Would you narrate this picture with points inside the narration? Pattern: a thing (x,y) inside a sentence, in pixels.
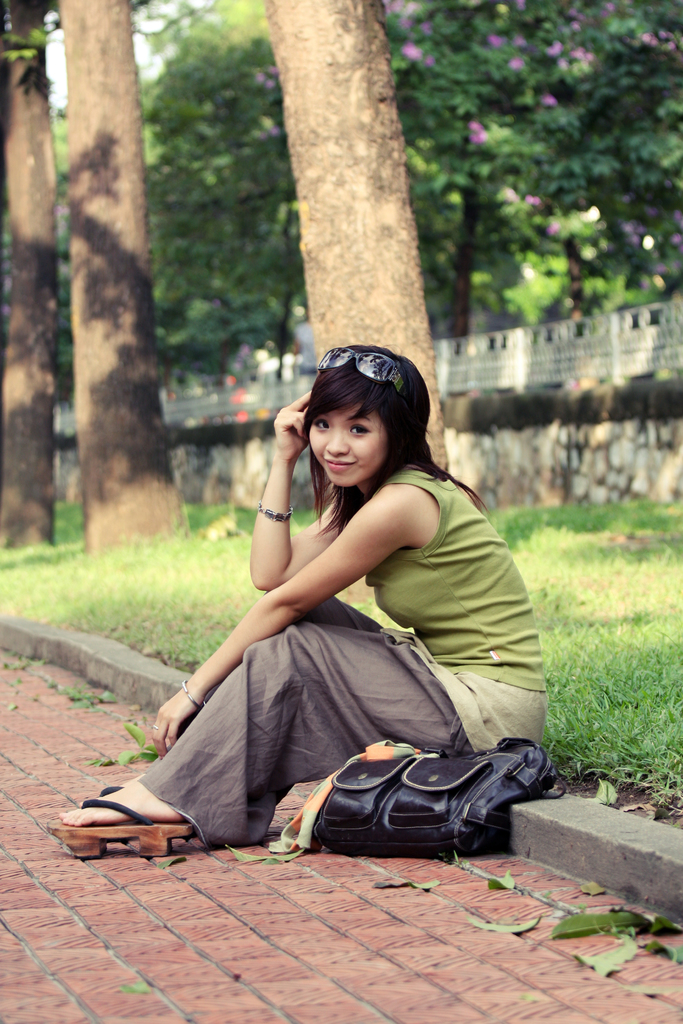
In this picture we can see a woman (381,548), she is seated, beside to her we can see a bag (383,823), in the background (412,341) we can find few trees (46,304) and grass (196,504), and also we can see spectacles (375,381).
